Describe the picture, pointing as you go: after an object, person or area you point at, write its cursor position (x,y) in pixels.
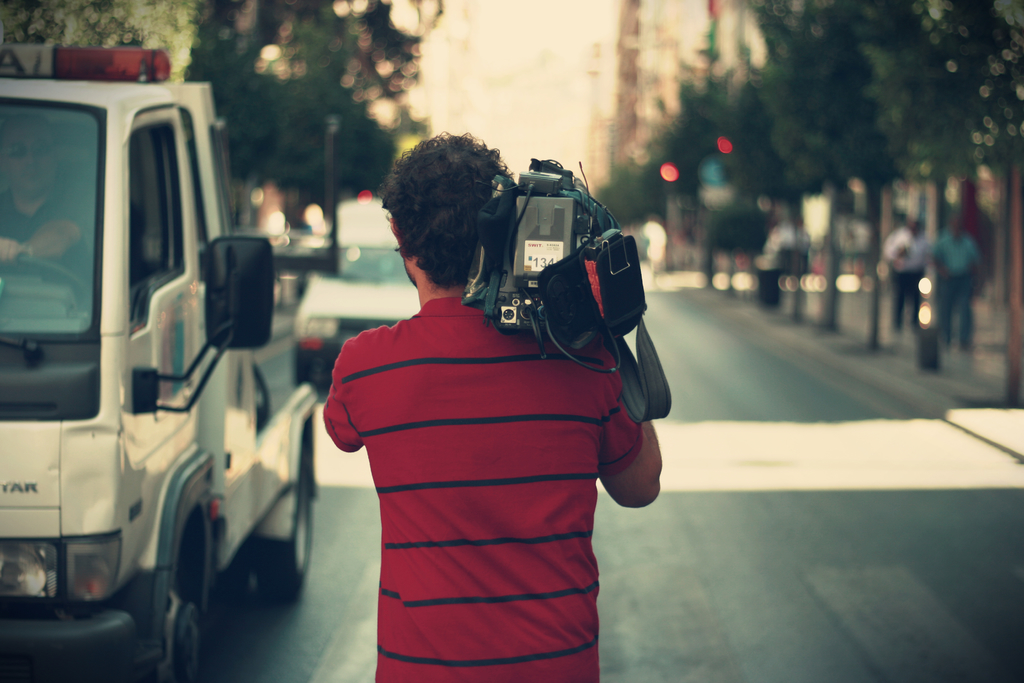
This image is clicked outside. There are trees (343,106) on the top (784,88) and right side (827,139). There are buildings (664,74) on the right side (705,41). There is a vehicle (103,311) on the left side (93,323). There is a person (351,404) in the middle (603,373) who is holding video camera (556,254). He is wearing red shirt (494,507).
